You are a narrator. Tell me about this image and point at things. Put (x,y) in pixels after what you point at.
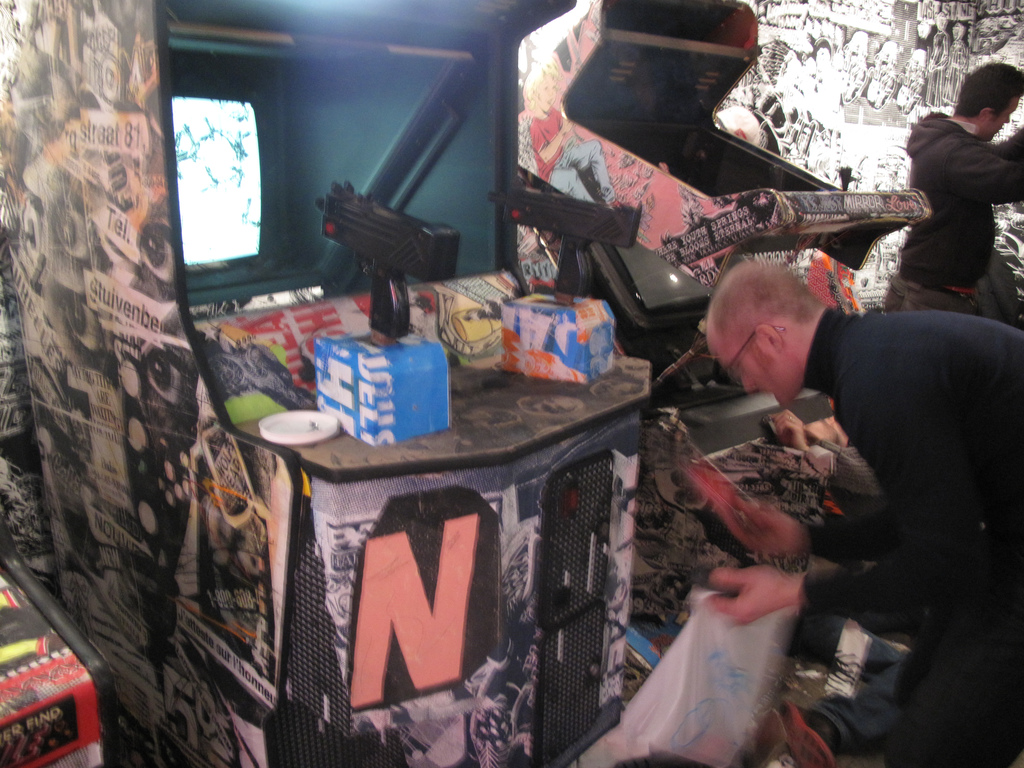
In this image there are two persons (881,415) standing at right side of this image (890,433). There is a gaming television (367,456) at left side of this image (319,579) and there is a wall (780,121) in the background (787,108), and there are two guns (405,251) in middle of this image (391,279).
